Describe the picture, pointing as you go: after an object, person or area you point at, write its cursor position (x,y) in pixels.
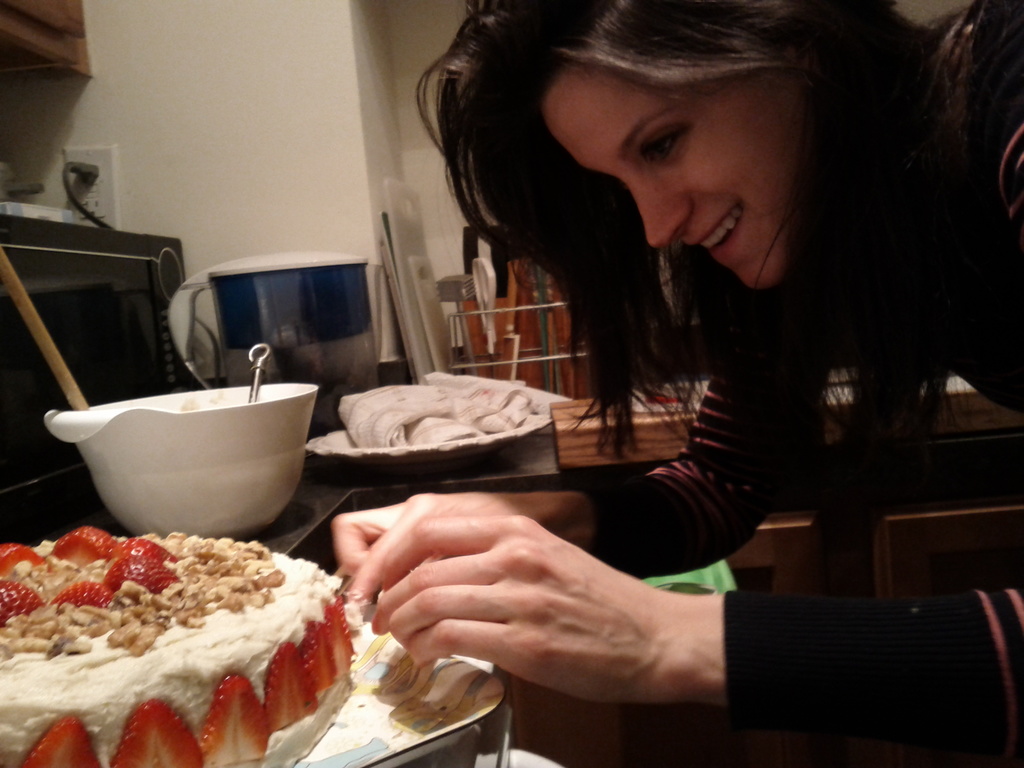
In this image I can see a woman (493,619) is making a cake (335,646) and also she is smiling. On the left side (170,405) there is a white color bowl (276,411), at the top (118,198) there is the power socket (94,190).
